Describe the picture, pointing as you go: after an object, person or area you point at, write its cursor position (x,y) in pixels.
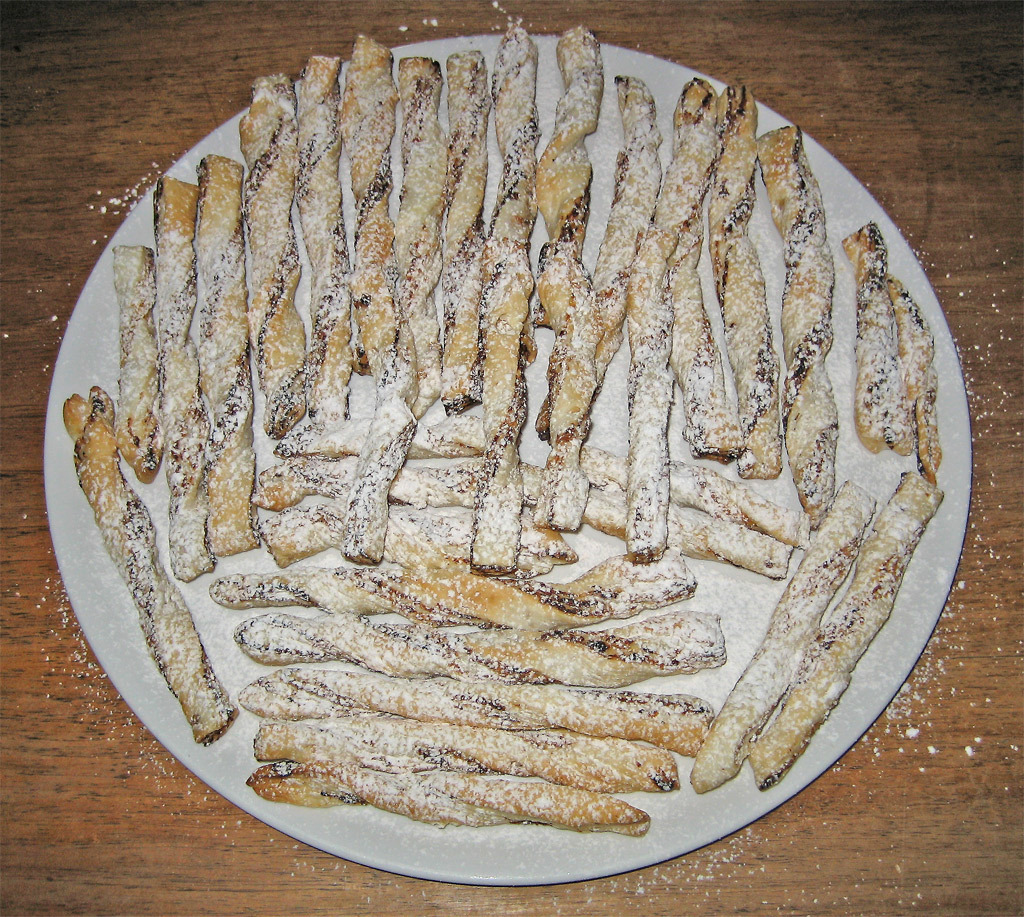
This image consist of food (517,449) which is on the plate (798,773).
